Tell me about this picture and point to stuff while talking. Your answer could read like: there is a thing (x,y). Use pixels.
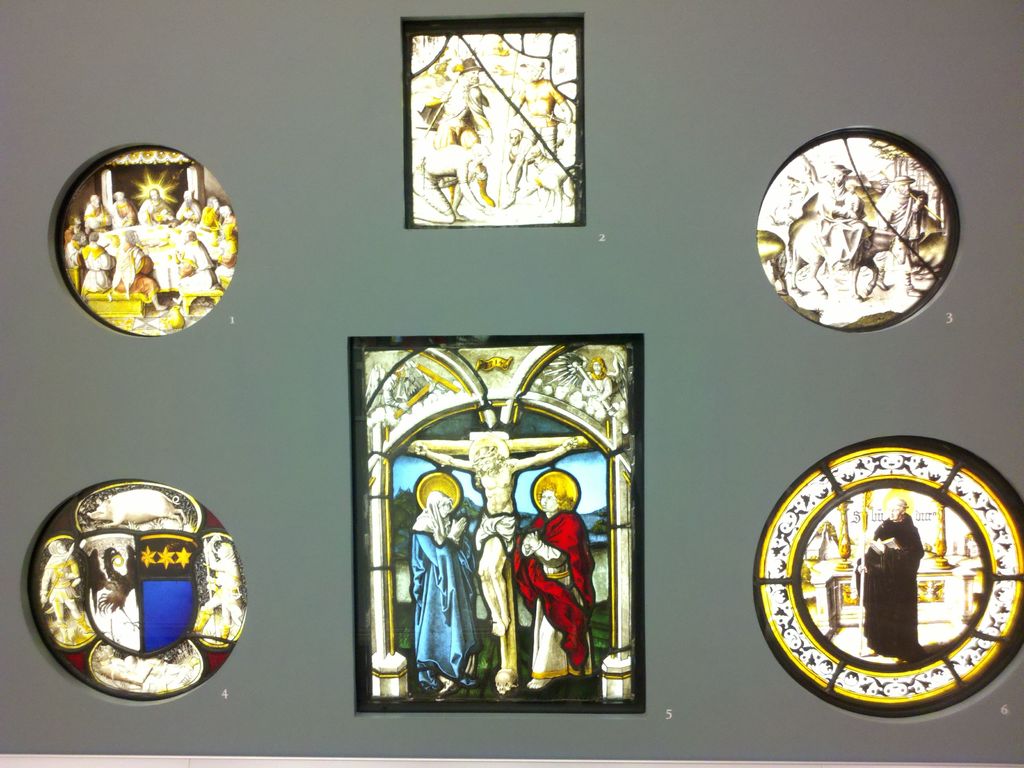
There is a wall (285,284). On that there are many photo frames (562,469) of paintings (595,581).
